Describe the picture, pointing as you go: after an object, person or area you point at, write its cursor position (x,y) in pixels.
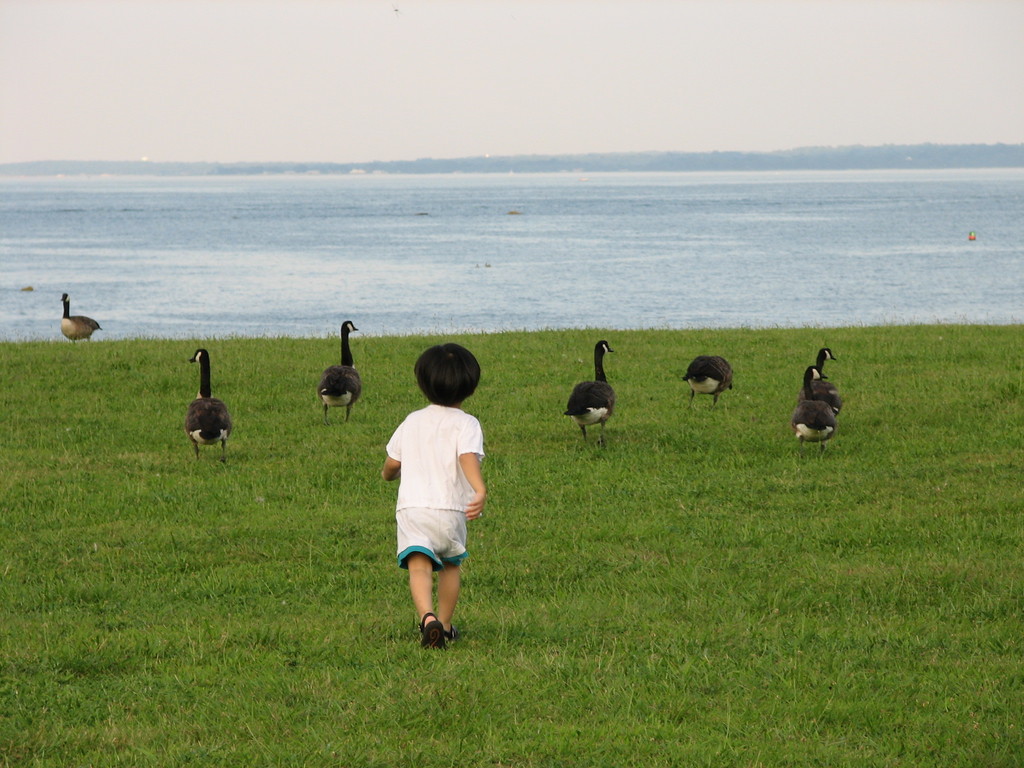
This picture is clicked outside. In the center (458,469) we can see a kid (441,404) wearing white color t-shirt (436,464) and running on the ground (635,594) and we can see the group of birds (710,374) and the ground (906,482) is covered with the green grass (255,501). In the background (208,56) we can see the sky (805,70) and a water body (765,221) and some other objects (468,164).
